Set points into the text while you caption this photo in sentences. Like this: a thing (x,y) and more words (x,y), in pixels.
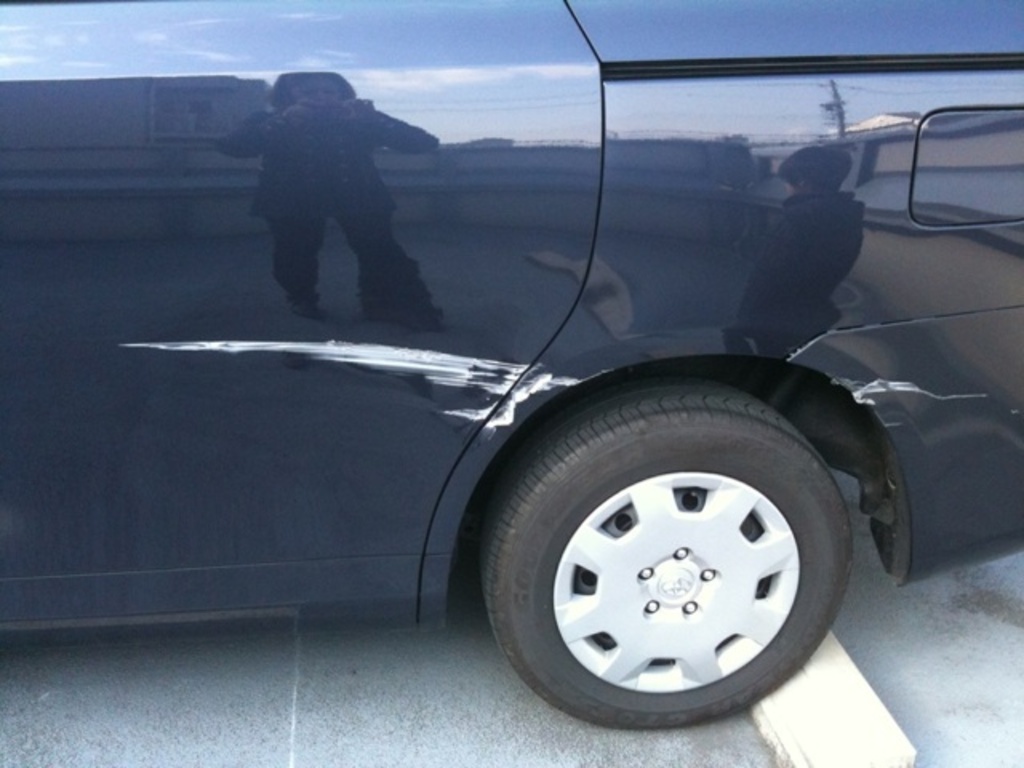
There is a scratch (512,383) on the vehicle (476,379) which is in blue color.
